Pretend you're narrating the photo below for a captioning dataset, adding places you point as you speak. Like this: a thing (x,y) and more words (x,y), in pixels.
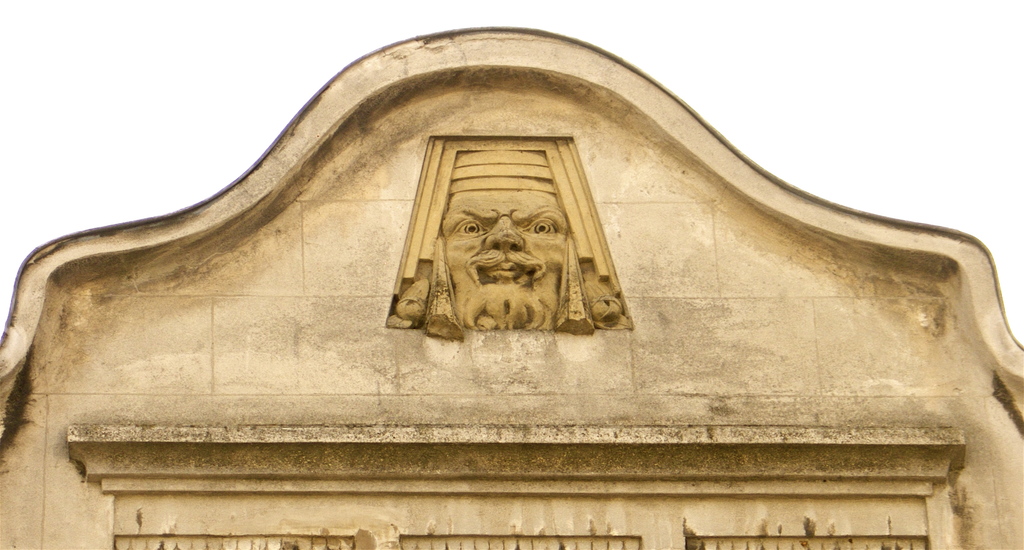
It is a picture of the top of a building (655,387), to the wall (328,227) of the building (572,321) there is a carving of a man (482,265).
